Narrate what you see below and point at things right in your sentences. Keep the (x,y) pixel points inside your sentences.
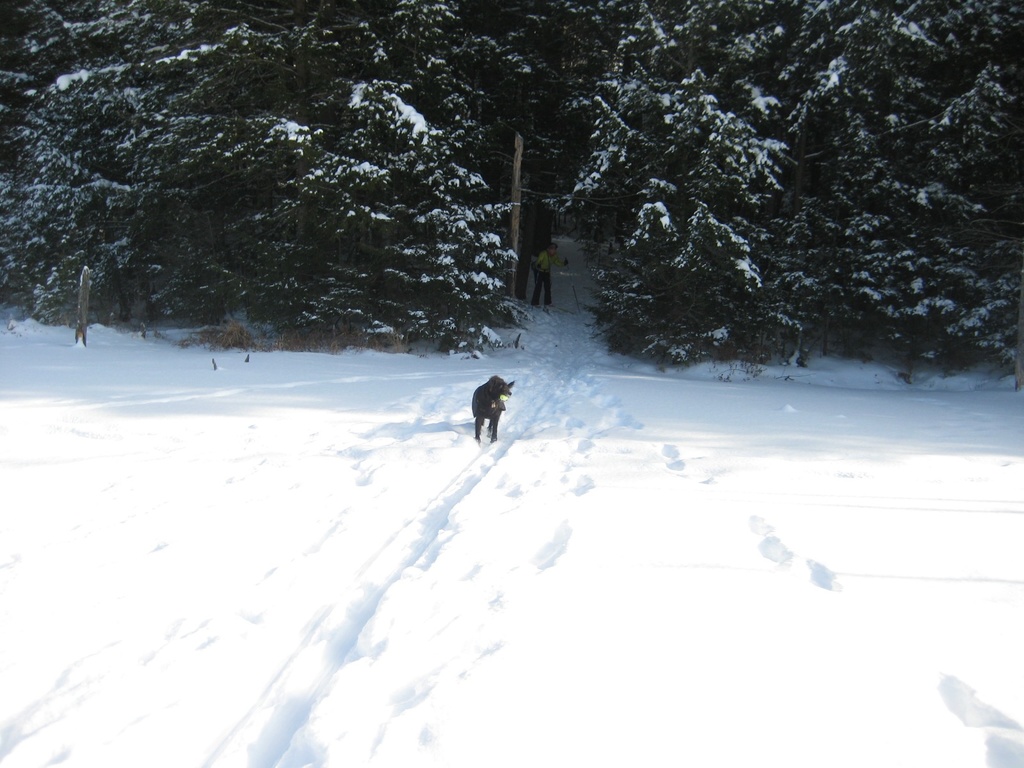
In this image there are trees (534,137) towards the top of the image (600,189), there is snow (426,551) towards the bottom of the image (436,584), there is an animal (487,389), there is a man (536,268) standing, he is holding an object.
